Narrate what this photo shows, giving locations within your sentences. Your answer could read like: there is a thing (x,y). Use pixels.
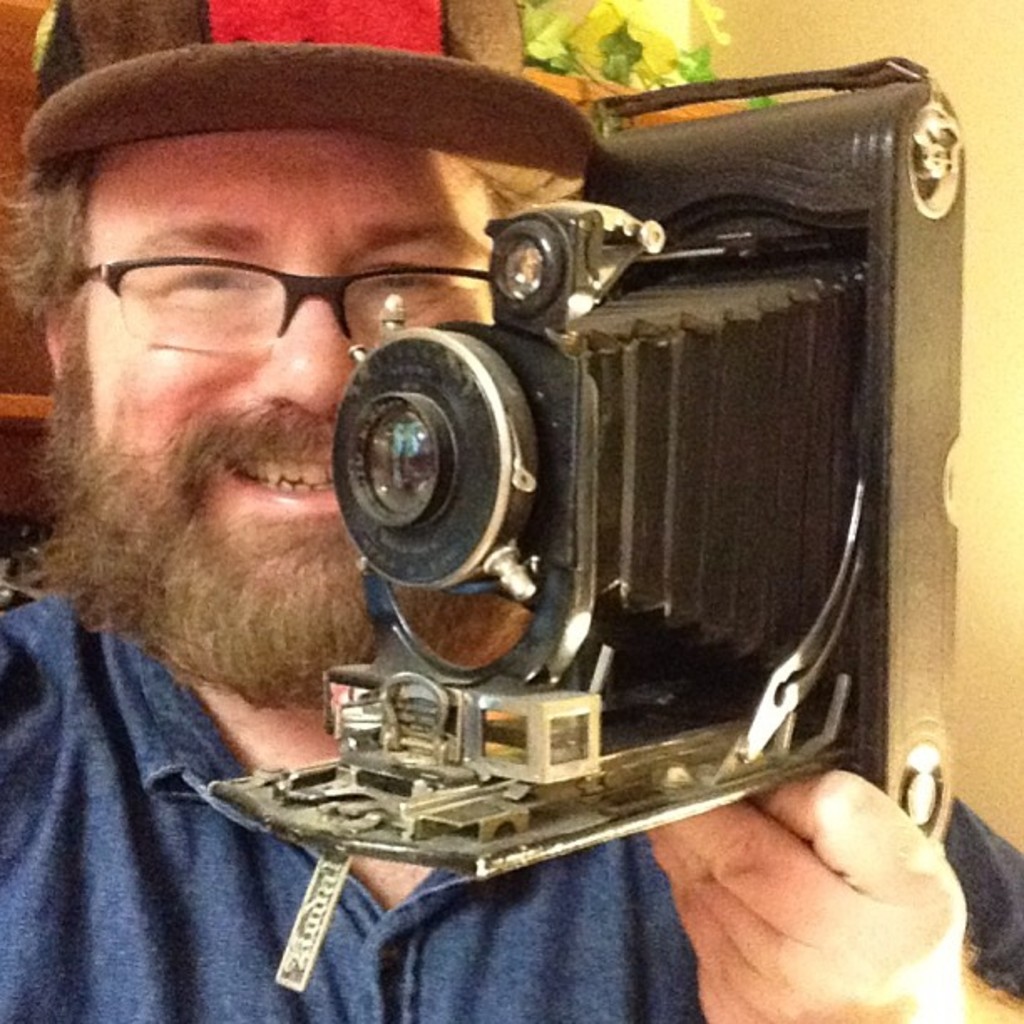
In this image we can see a man (397,218) standing and smiling, and holding a camera (512,459) in his hands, and at back (974,32) here is the wall (985,157).
